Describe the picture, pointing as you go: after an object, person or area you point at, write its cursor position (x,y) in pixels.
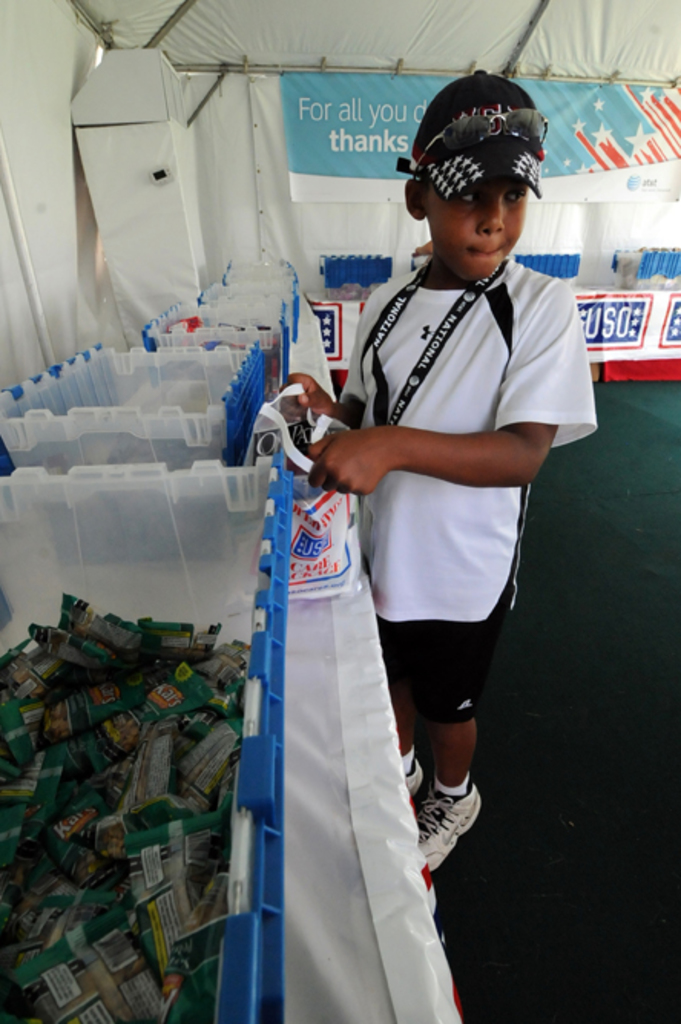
In this image I can see a boy (480,312) in white t shirt (508,316) wearing a black cap (427,126). I can see he is holding a carry bag (313,430) in his hand (317,448). In the background (280,57) I can see tent (288,32) and some containers (148,510).
